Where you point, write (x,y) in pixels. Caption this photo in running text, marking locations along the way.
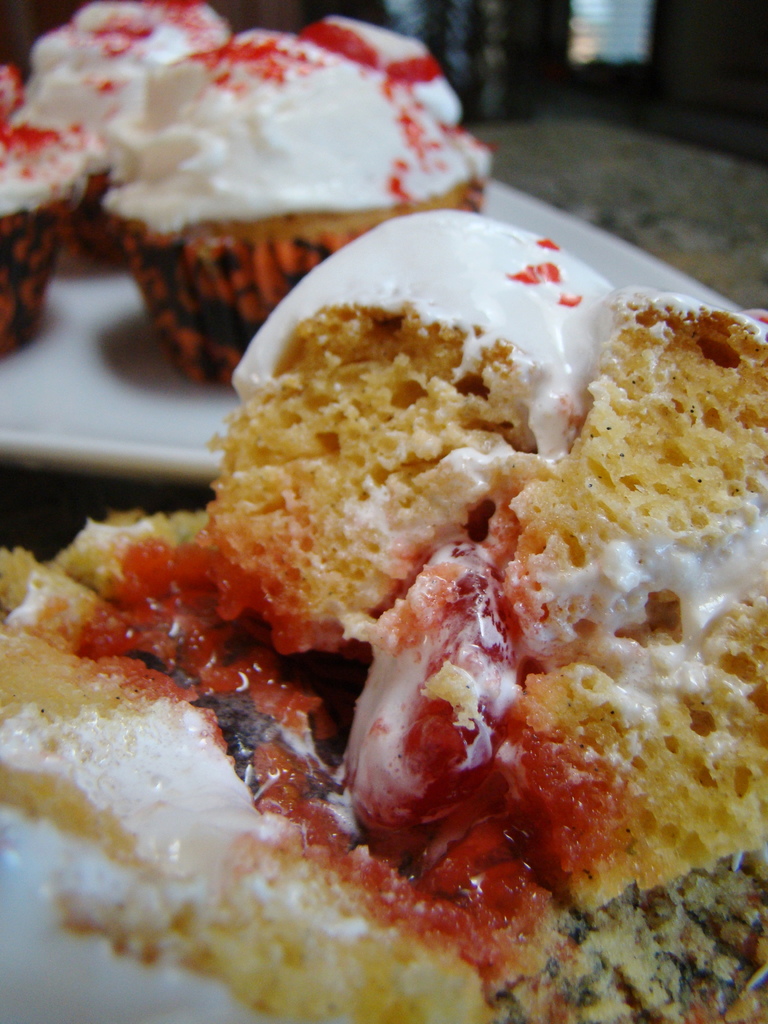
In this picture I can observe some food (344,571). The food (415,446) is in yellow, white and red colors. In the background (239,315) I can observe cupcakes (102,219) placed in the white color plate (59,385). The plate (49,401) is placed on the table (548,185).
